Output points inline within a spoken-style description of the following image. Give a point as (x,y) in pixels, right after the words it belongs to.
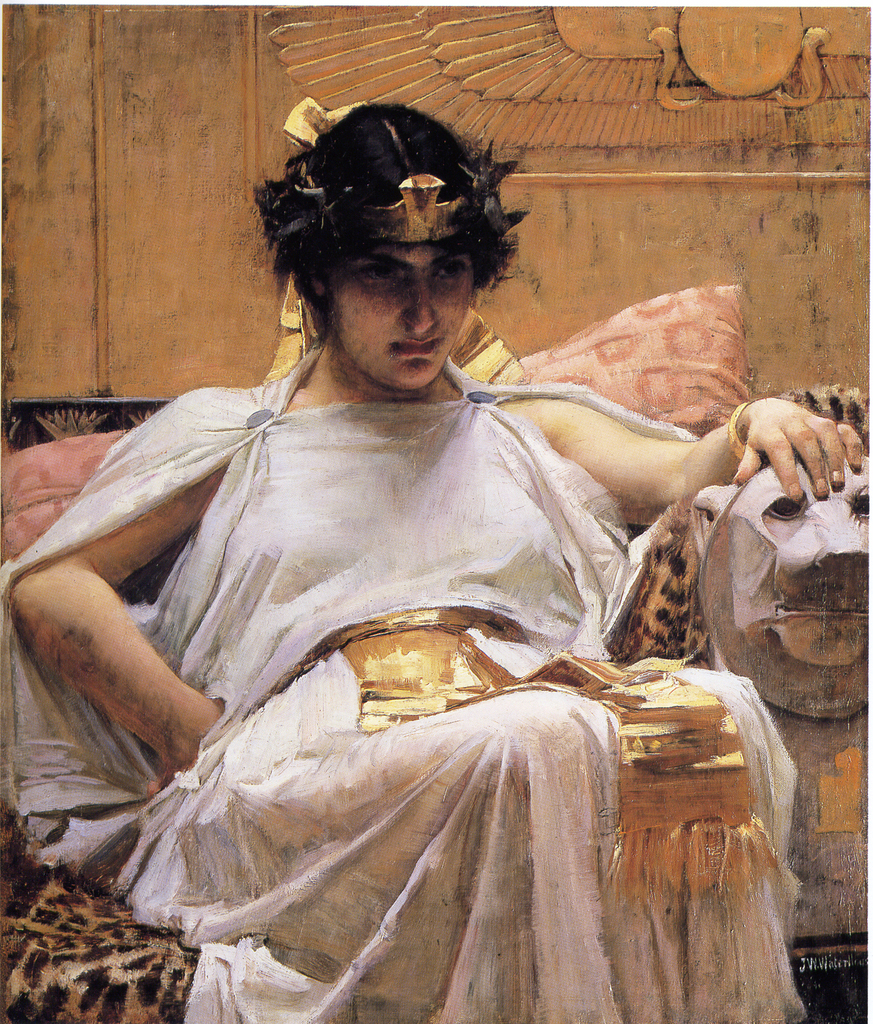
In this picture we can observe a woman (468,497) sitting in the sofa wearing white color dress (215,544). On the right side (778,625) we can observe statue of an animal (783,636). In the background (333,48) there is a wall (203,202) which is in yellow color. We can observe carving (564,65) on the wall (515,90).
